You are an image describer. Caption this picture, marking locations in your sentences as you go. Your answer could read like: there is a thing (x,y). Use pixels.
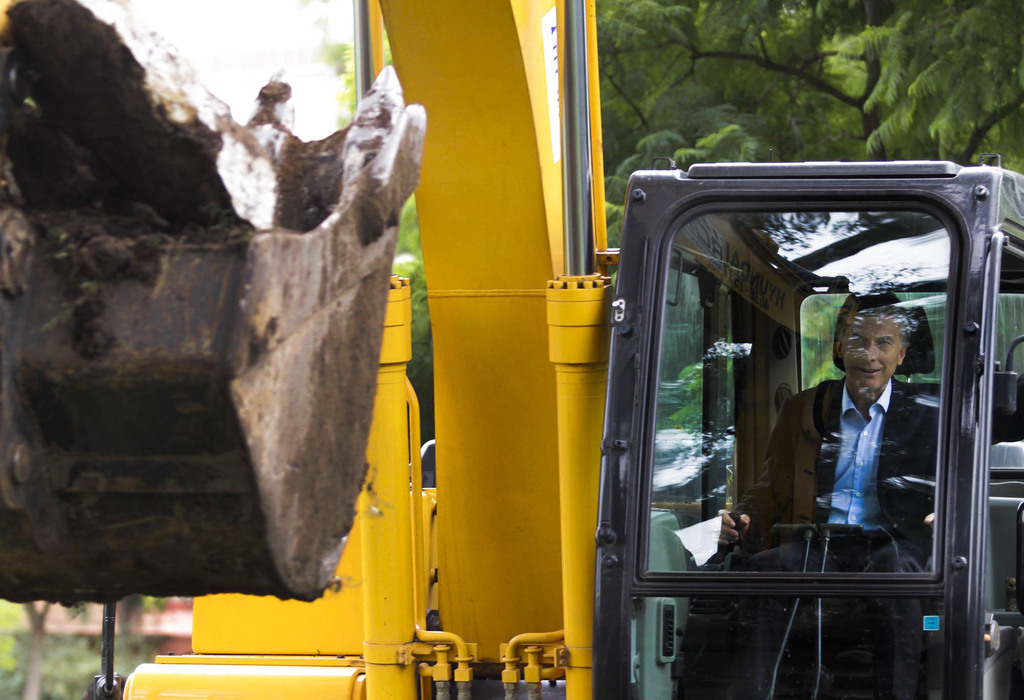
In this picture there is a man (880,461) who is sitting inside a vehicle (791,378) on the right side of the image (778,476) and there are trees (834,102) in the background area of the image (633,109).
